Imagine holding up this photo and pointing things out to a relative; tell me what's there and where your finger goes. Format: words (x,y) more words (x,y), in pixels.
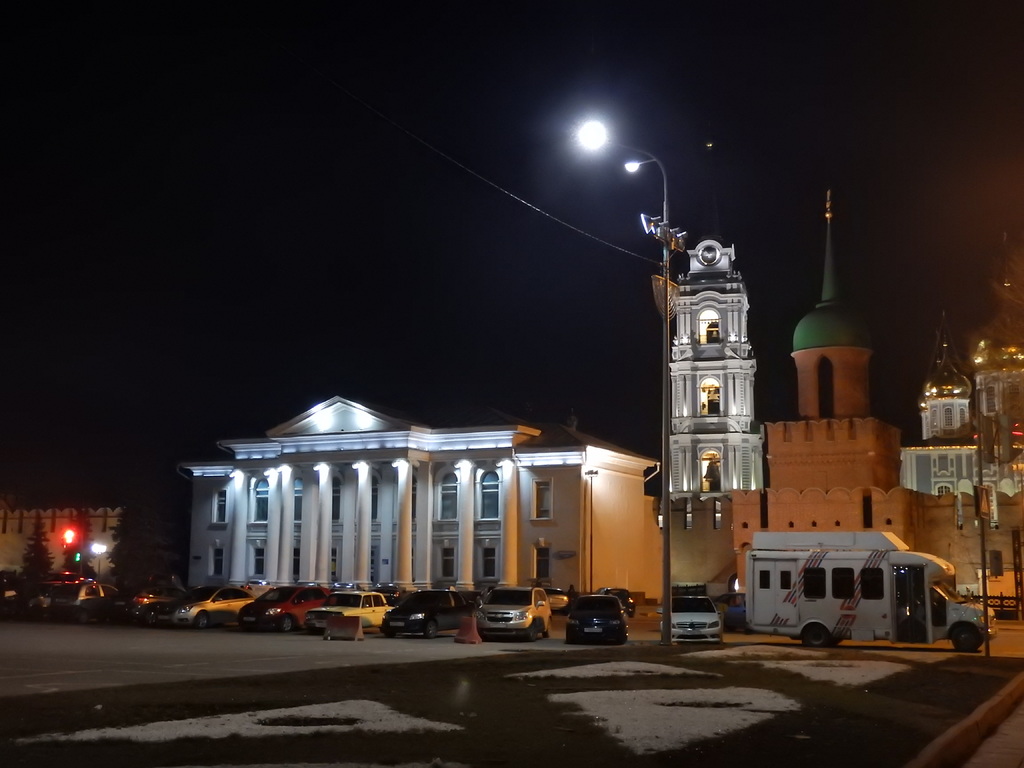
In this image we can see a building (261,538), trees (140,551), vehicles (908,551), light pole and road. In the background (316,143) there is a sky (723,38).
